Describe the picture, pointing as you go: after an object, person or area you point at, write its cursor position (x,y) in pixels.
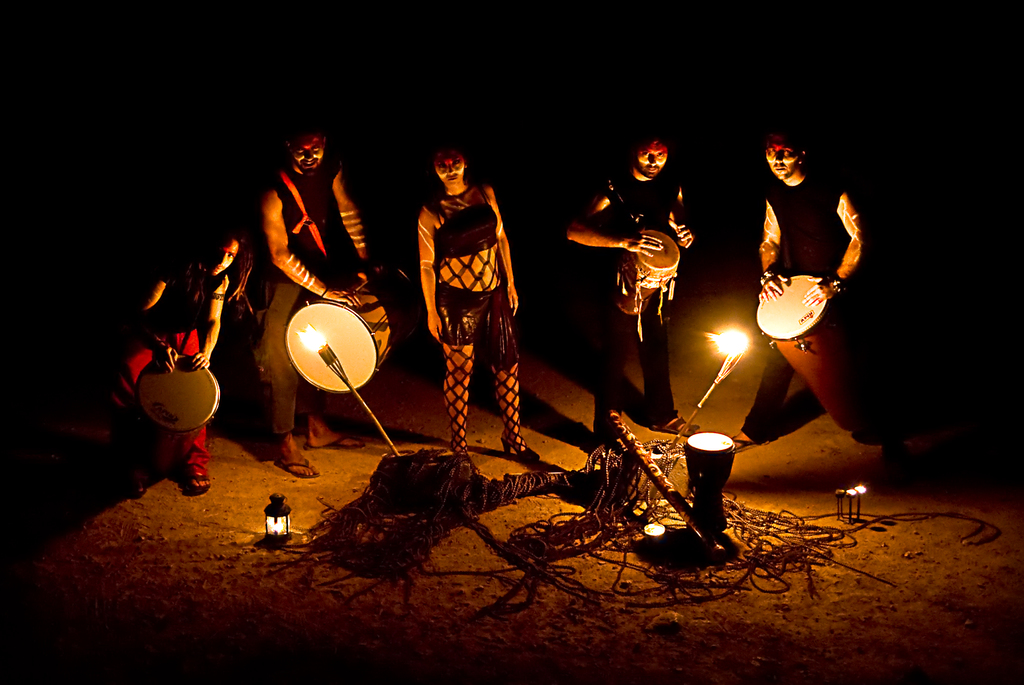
In this picture we can see a group of people (159,326) holding drums (795,326) in their hands (199,367) and playing it and in front of them we have wires (472,511), wooden sticks (632,448), drums (710,513), lights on sand (218,556) and in background (228,129) it is dark.
